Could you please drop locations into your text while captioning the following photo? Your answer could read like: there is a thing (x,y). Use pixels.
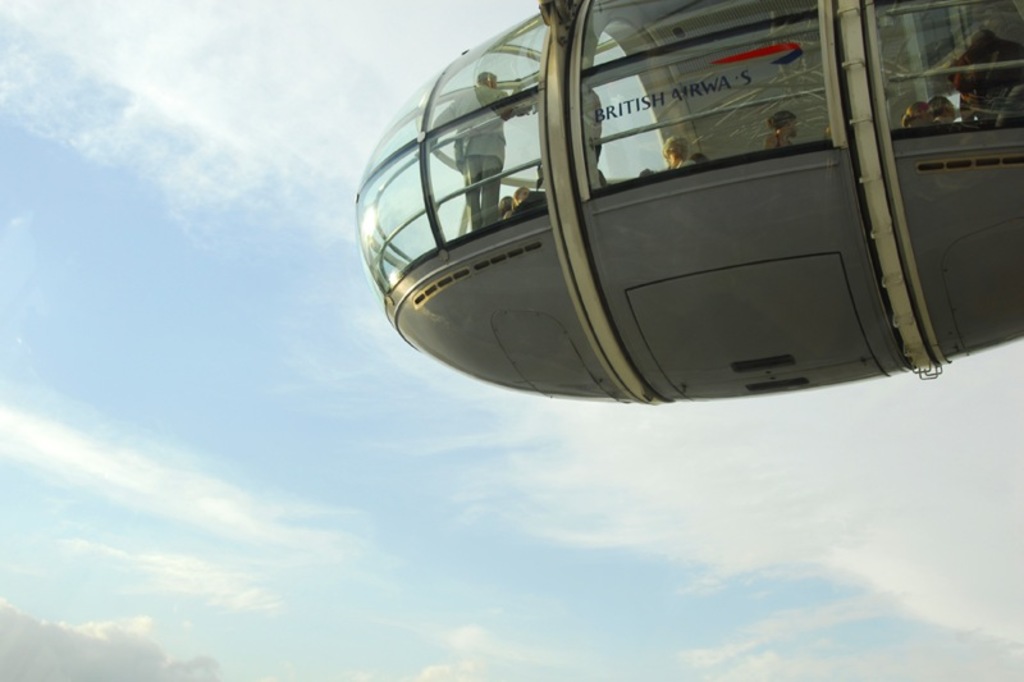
In the foreground of this image (711,232), on the top (735,215), it seems like a cable car (743,226) and persons (776,118) are inside it. In the background (257,324), there is the sky (222,201) and the cloud (226,58).
